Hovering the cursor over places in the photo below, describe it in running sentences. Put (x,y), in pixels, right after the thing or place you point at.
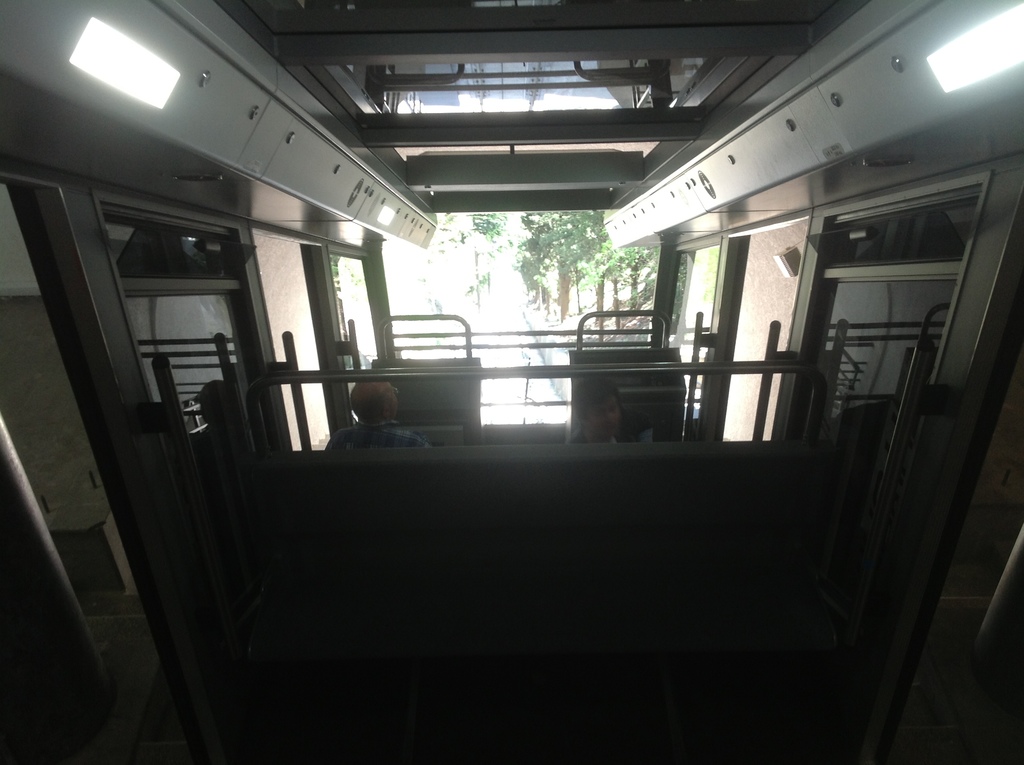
In the center of the image (363,396) there are two persons (591,396). In the background of the image (587,290) there are trees (578,241).
